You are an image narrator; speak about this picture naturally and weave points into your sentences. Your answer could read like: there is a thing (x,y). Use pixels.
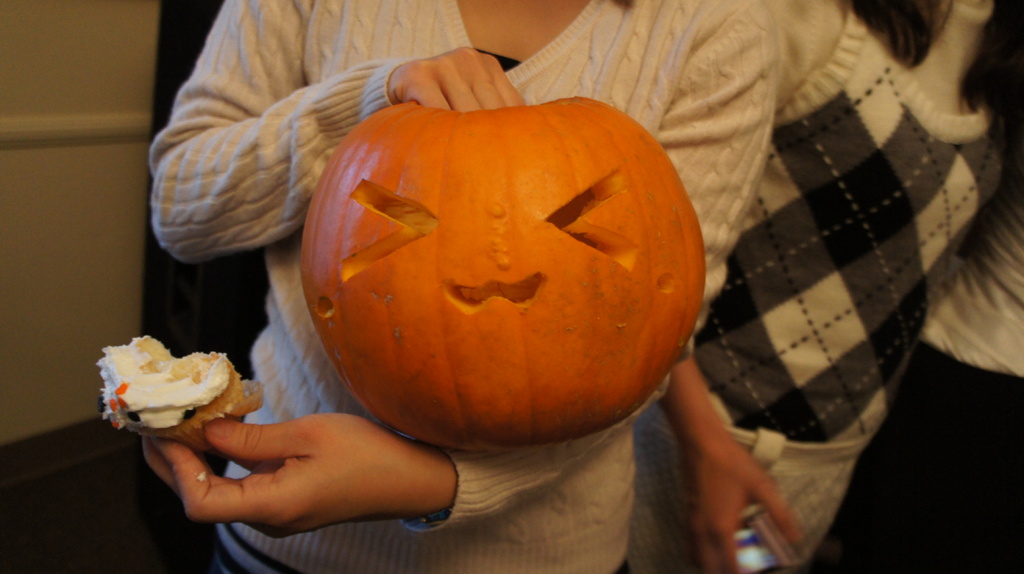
In this picture there is a person (366,493) standing and holding a pumpkin (511,112) and food (214,397), beside her we can see another person (865,173). In the background of the image (143,183) it is dark and we can see wall (114,69) and floor (109,537).
